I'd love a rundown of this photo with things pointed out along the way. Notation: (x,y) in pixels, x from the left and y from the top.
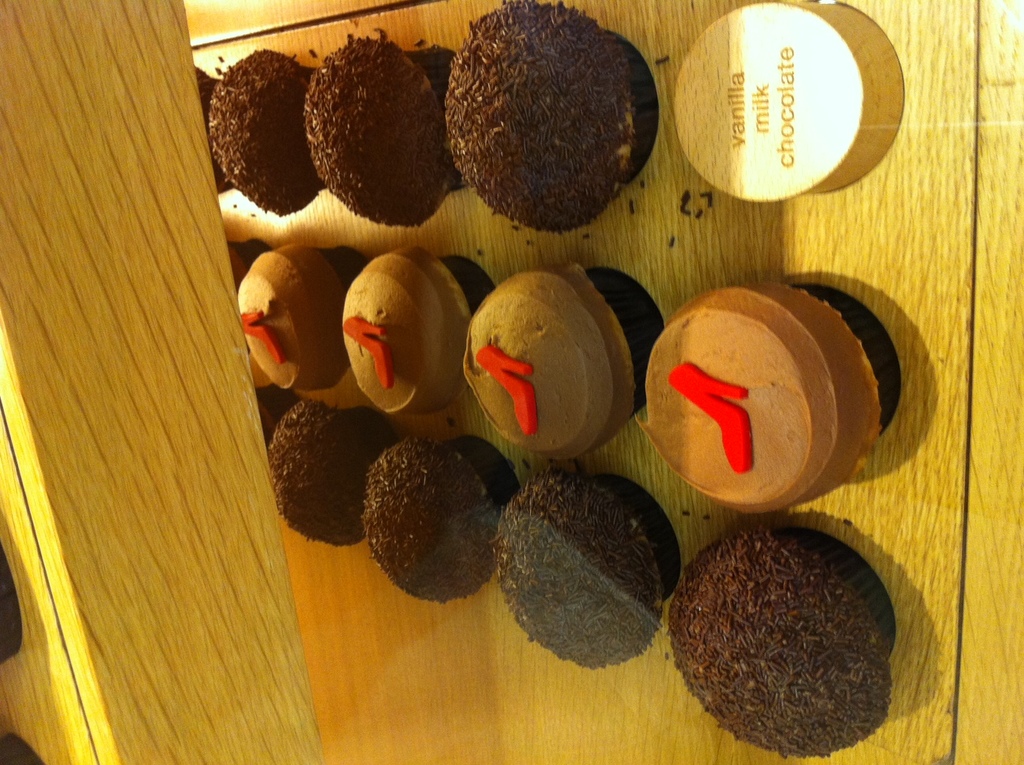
In the foreground of this image (742,397), it seems like cup cakes (548,186) on the wooden surface (518,729). On the left (100,483), there is wood (139,549).
